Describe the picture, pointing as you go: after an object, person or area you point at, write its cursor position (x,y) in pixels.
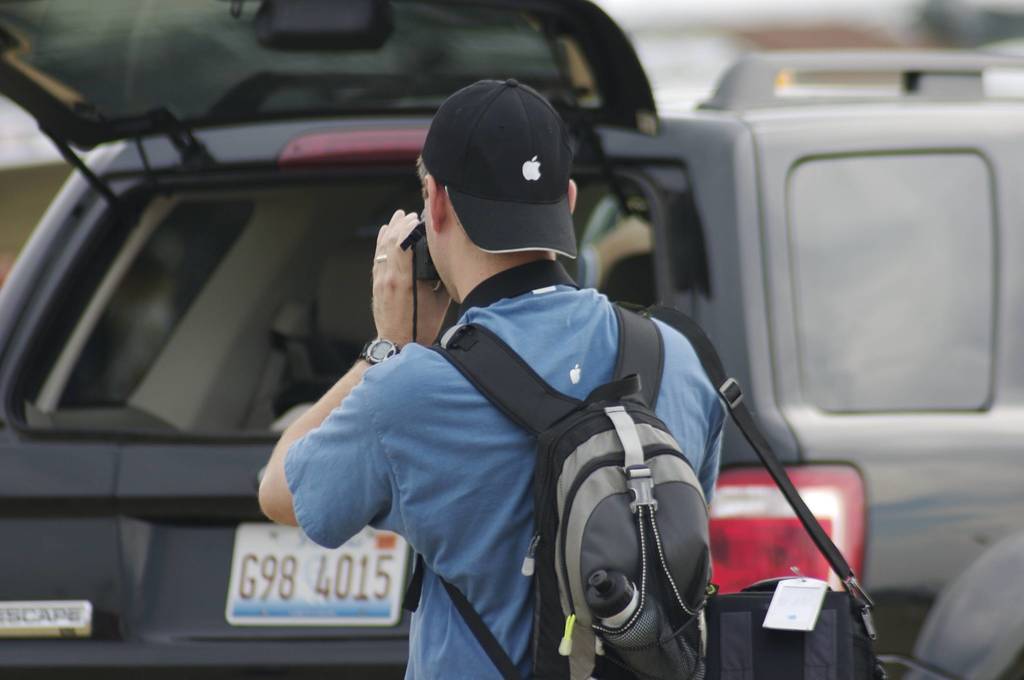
In this image there is a man (486,526) with a hat (505,160) and a bag (556,401) and he is holding a camera (417,268). In the background (247,92) there are vehicles (881,172) visible.
